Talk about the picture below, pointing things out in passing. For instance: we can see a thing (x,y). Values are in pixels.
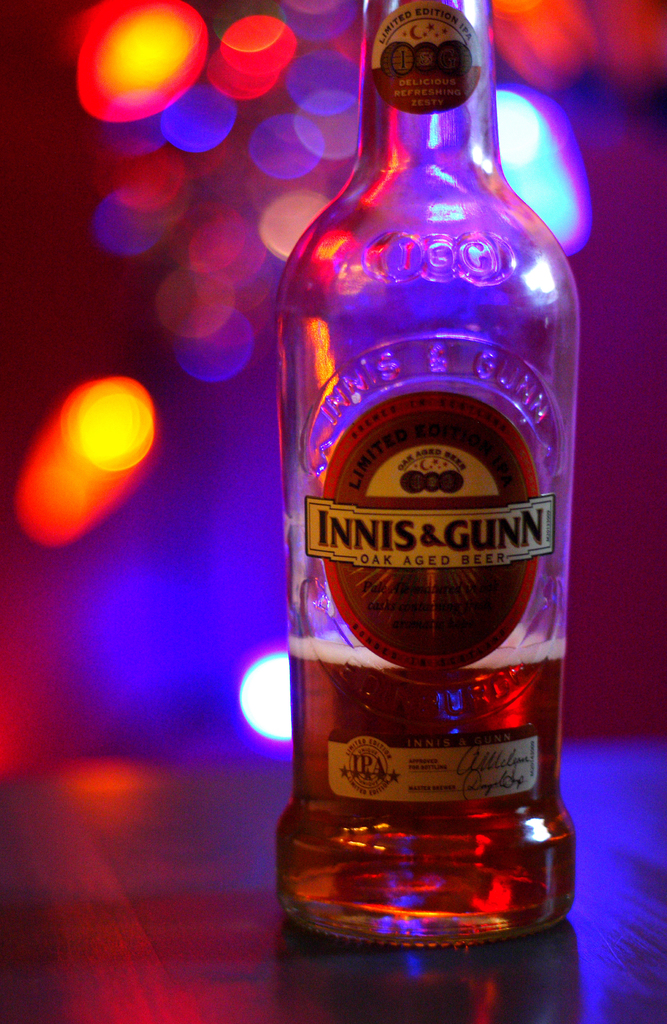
There is a bottle (429,462) with a label (363,612) is kept on a table (228,924). In the background (246,268) there are multi color lights (214,114).
